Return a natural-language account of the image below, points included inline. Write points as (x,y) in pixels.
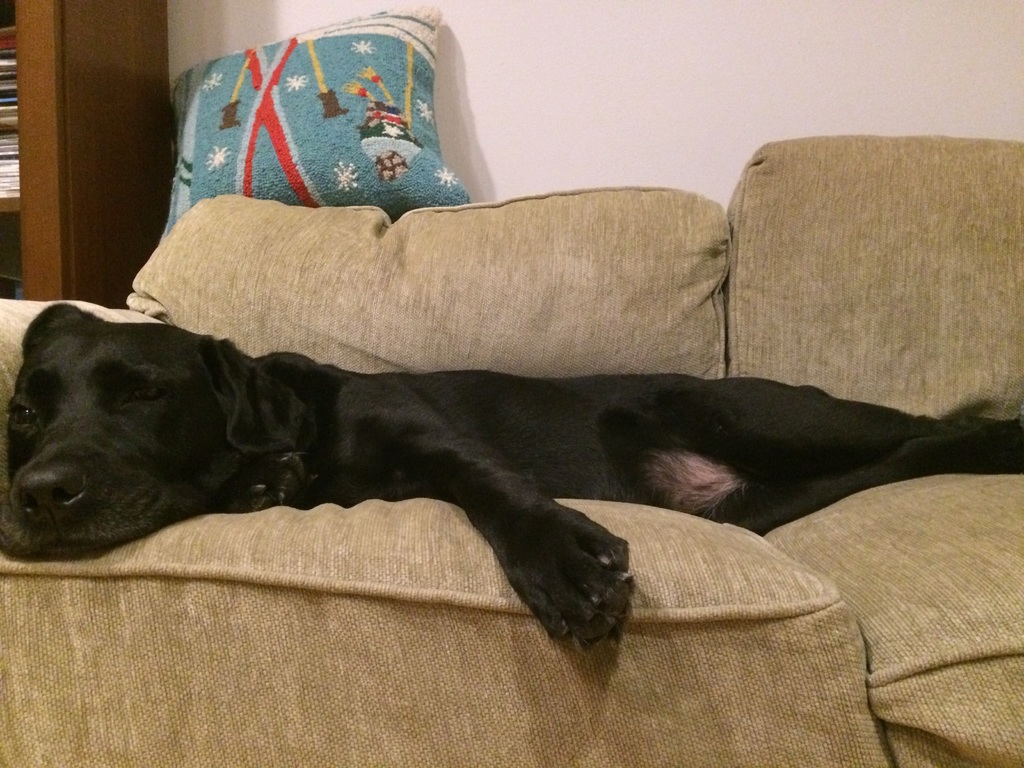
A dog (67,339) is sleeping on the sofa (945,292), it is in black color.
